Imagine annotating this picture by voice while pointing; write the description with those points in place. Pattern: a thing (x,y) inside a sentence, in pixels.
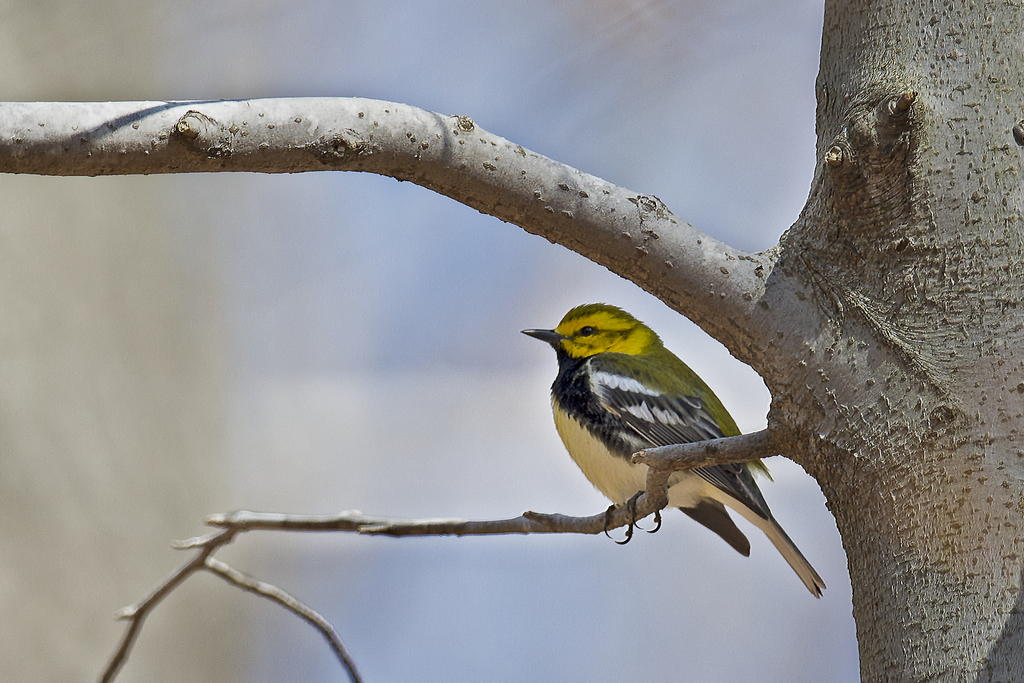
In this image there is a bird (652,414) on a tree (953,291), in the background (550,372) it is blurred.
